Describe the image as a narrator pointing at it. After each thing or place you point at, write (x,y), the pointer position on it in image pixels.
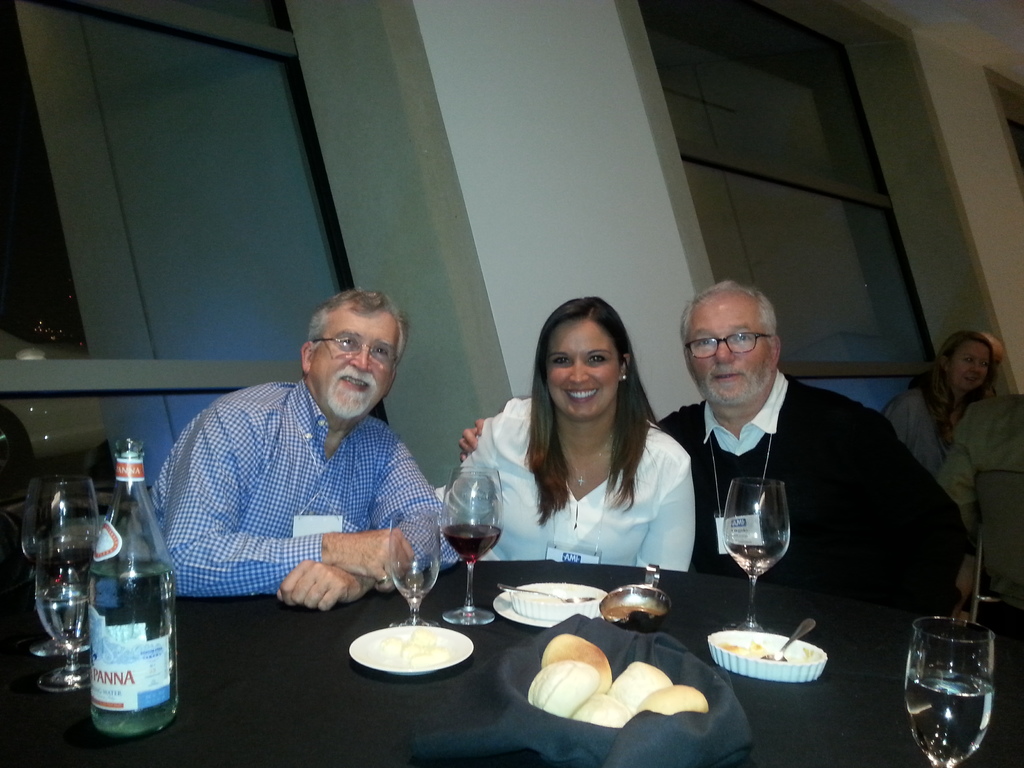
In the given image we can see three people (542,431) sitting together and back of them there are two more people (939,401). Table (321,648) is in front of them. On the table (241,707) we can see wine glass (400,581), bottle (129,590), plate (378,643), spoon (783,660) and food item (598,659).
